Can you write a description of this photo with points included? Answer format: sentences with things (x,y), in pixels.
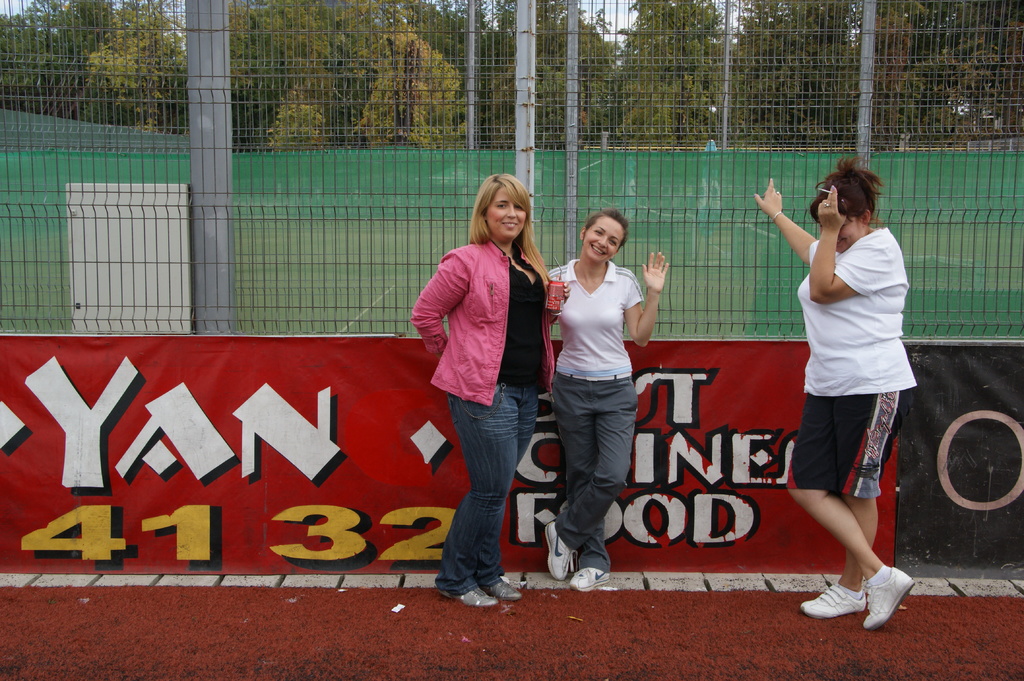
There are three ladies (494,336) standing. One lady (467,320) is wearing a jacket (493,309) and holding something in the hand (568,298). In the back (322,451) there is a banner (651,472). Also there is a mesh fencing (543,185). In the background (365,74) there are poles (193,33) and trees (433,60).
